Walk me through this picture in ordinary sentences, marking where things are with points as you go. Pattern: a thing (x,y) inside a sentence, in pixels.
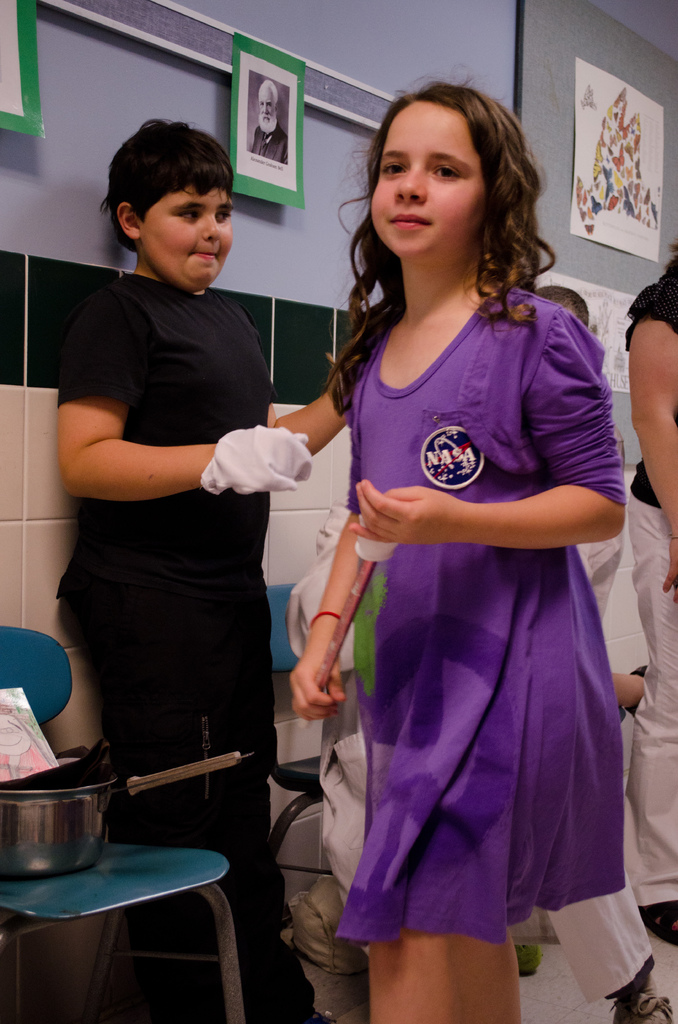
In this image I can see some people (386,653). On the left side (57,768) I can see some objects (65,837) on the chair (75,886). In the background (310,160), I can see some pictures (293,113) on the wall (481,65).
